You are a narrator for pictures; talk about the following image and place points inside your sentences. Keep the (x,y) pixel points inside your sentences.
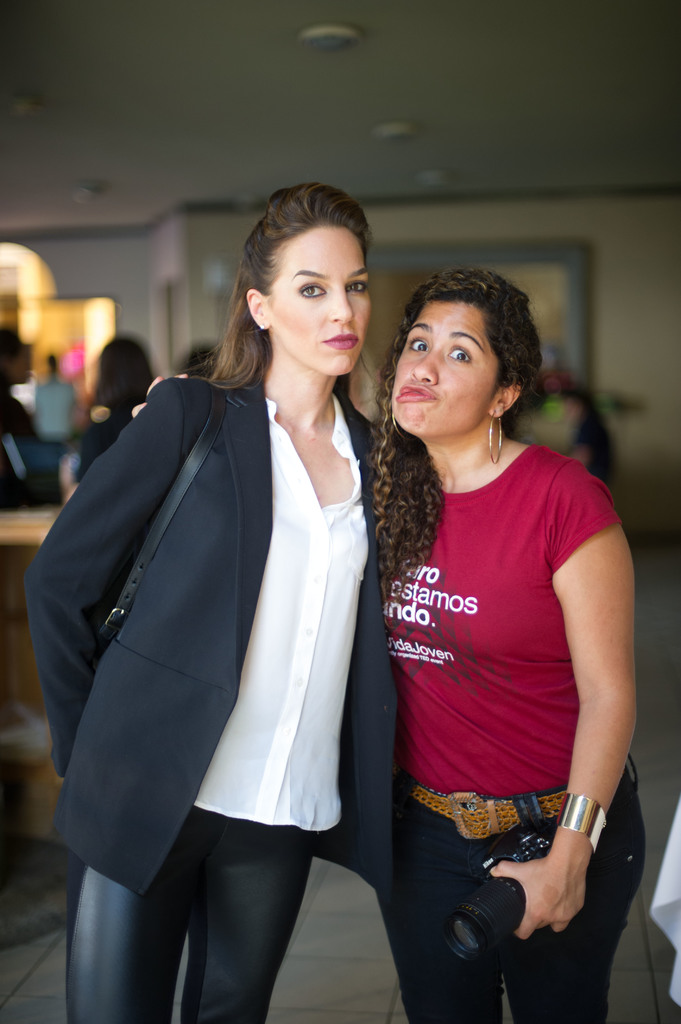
In this image we can see some people (287,412) standing, some lights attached to the ceiling (301,39), one woman (259,563) on the left side (113,628) wearing a bag (141,572), one object (554,343) attached to the wall (592,274) which looks like a frame (562,299), one woman (451,979) in red T-shirt (406,715) holding a camera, some objects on the ground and the background (593,440) is blurred.
